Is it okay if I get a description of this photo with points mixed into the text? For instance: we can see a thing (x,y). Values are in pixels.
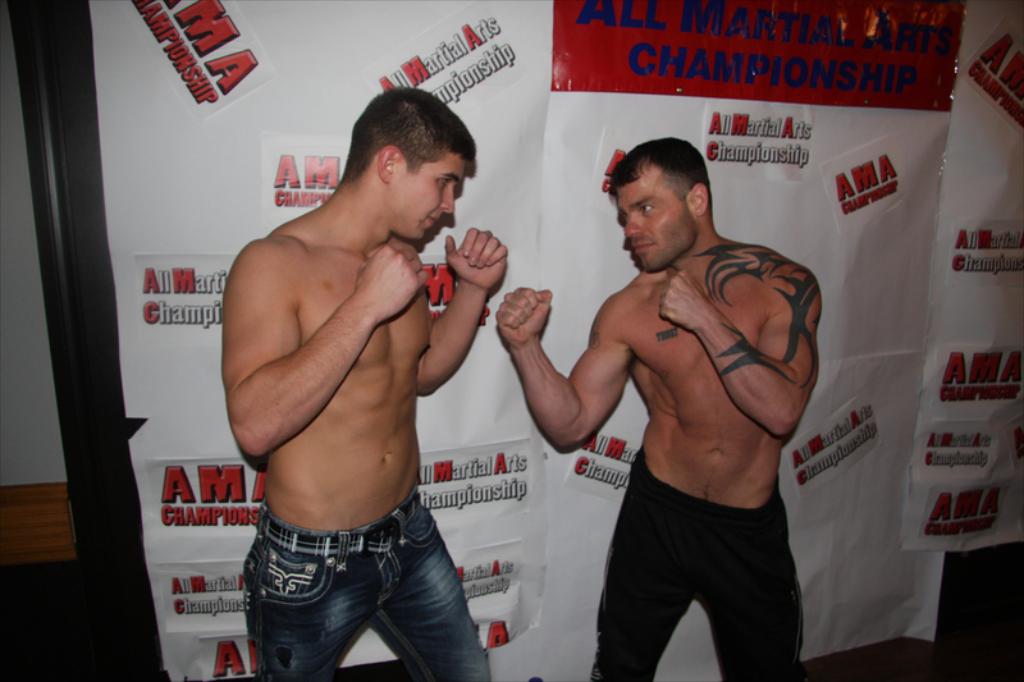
In this image there are two persons (500,277) in fighting position. In the background (228,156) there are posters (256,151). Some part of wall (28,407) is also visible.
